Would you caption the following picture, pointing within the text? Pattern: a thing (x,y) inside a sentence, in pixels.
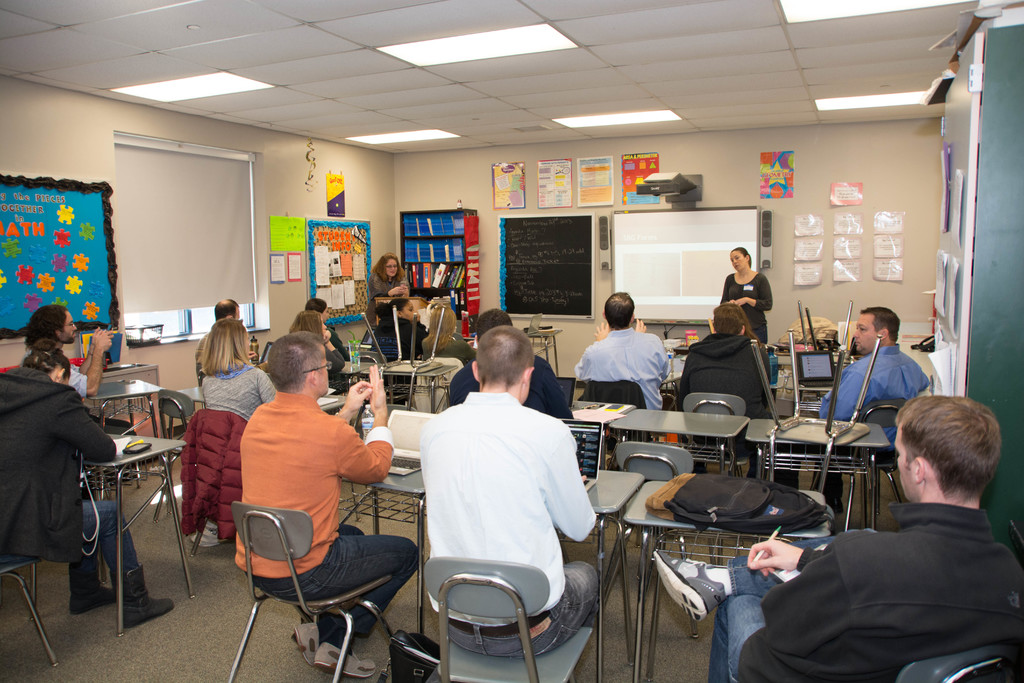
There are few people (535,367) sitting on the chair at their table (636,500) and listening to a woman (750,281) standing over here. On the wall (778,291) we can see a screen (646,272), posters (817,249).
